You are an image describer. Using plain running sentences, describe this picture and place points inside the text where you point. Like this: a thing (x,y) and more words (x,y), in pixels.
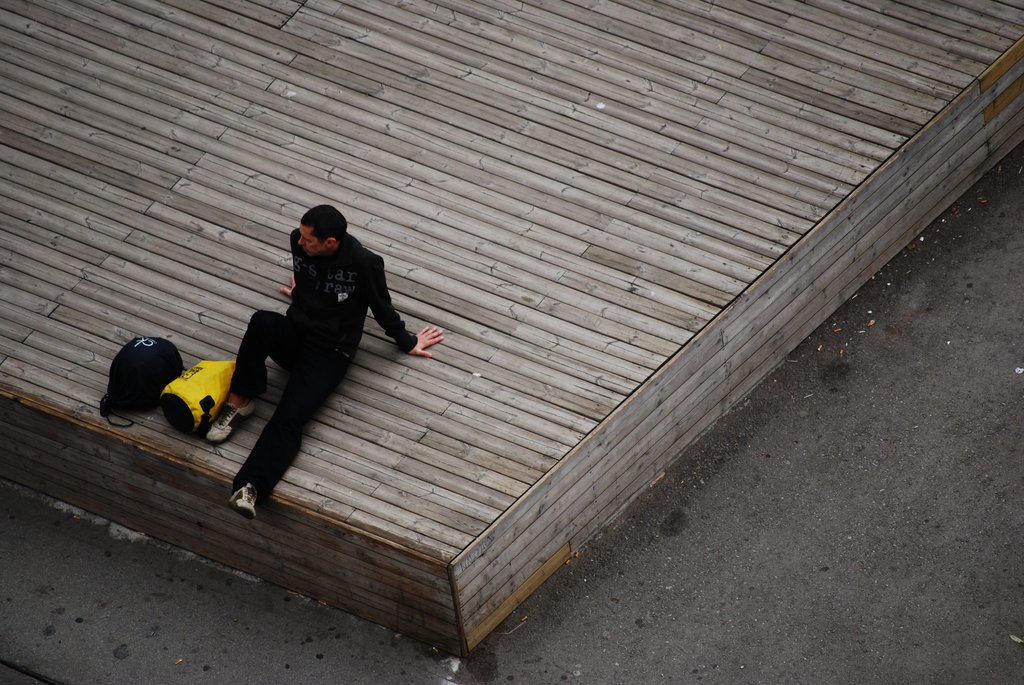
In this image we can see person (367,298) wearing black color dress (268,435), white color shoes (217,427) sitting on the wooden surface (450,259) there are two bags (180,395) beside him which are of different colors like yellow and blue.
